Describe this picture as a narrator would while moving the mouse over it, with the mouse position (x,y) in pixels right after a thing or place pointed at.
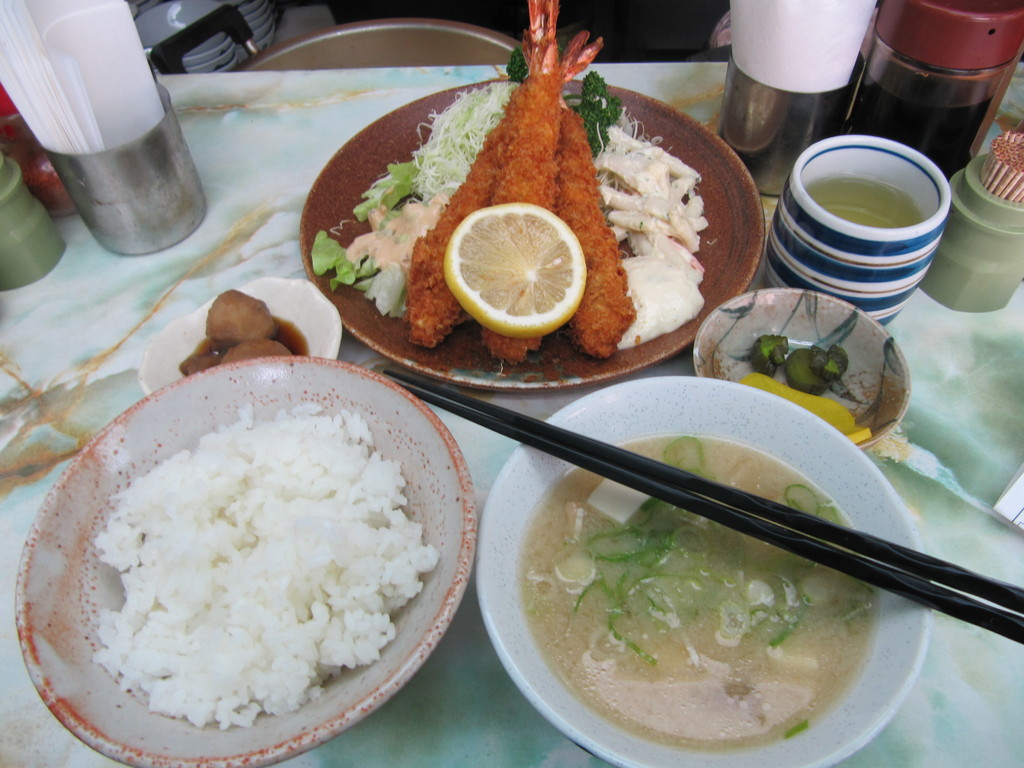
In this picture there is a dining table (17,735) in the center of the image (419,348), on which there are food items (417,253), glasses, and tissues (114,137) are placed.
